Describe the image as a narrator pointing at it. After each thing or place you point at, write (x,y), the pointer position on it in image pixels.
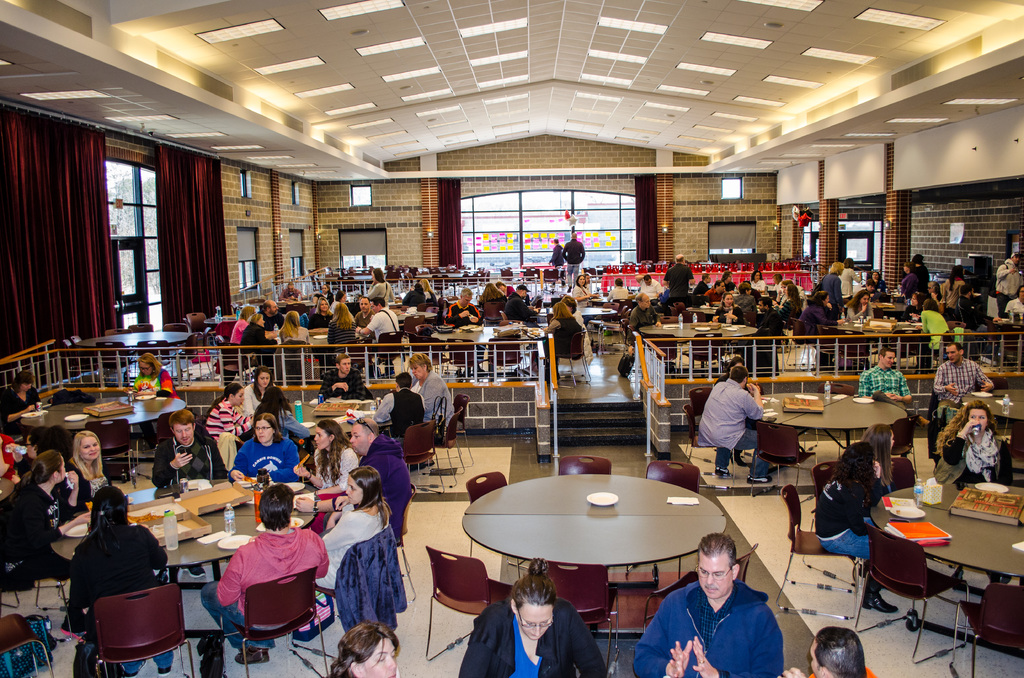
In this image I see number of people (860,657) was sitting on chairs (1020,426) and there are tables (1014,413) in front of them on which there are few things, I can also see few people (1015,269) are standing. In the background (488,185) I see the wall (986,215), windows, door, curtains (56,129) and lights (456,135) on the ceiling (668,126).
